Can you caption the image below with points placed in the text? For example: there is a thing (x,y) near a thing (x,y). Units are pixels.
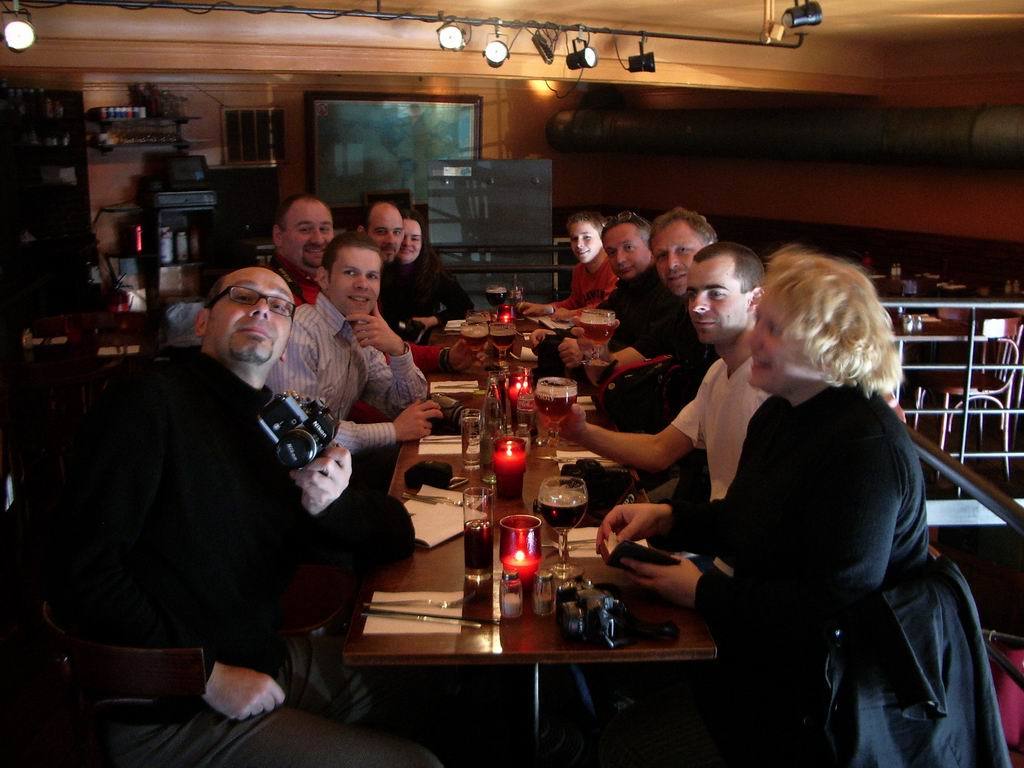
This is a picture taken in a room (468,194), there are a group of people (290,474) sitting on chairs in front of these people (863,546) there is a table (424,653) on the table (424,653) there are tissue (406,628), knife (440,619), fork (453,601), glasses (467,515) and candle (528,554). Behind the people (326,354) there is a wall (543,128) and a shelf (169,270) and in shelf (174,286) there are some items (161,235) and there are ceiling light (574,43) on top (582,58).
